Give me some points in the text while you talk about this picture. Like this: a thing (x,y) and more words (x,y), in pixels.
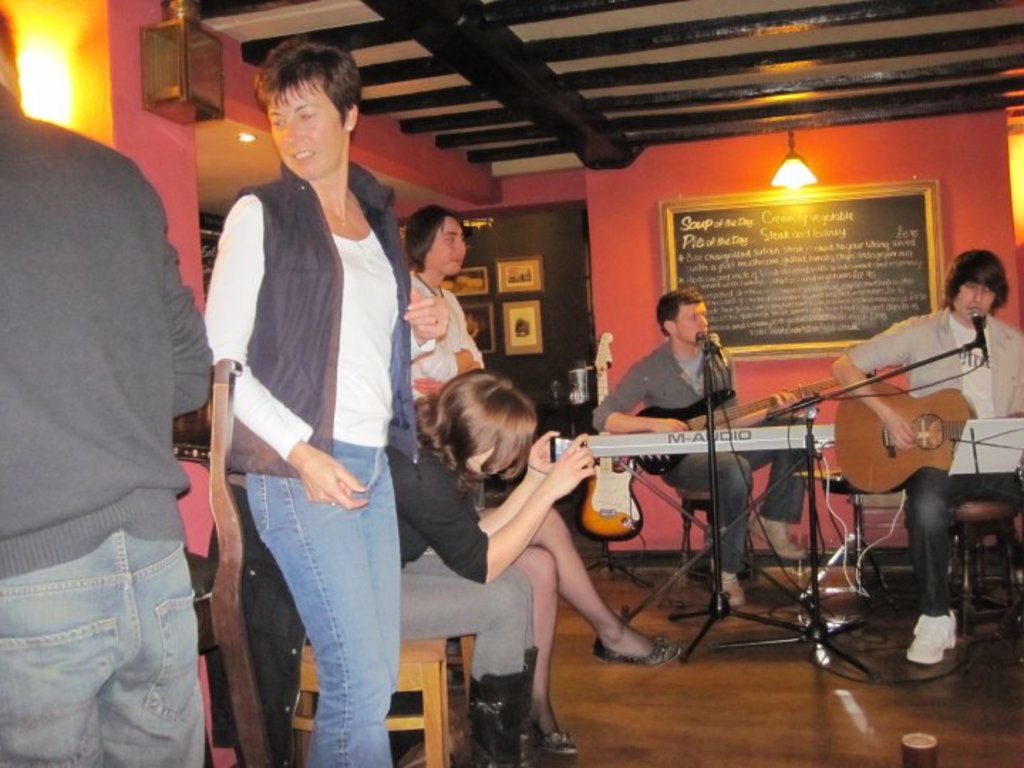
In the image there is a man (995,368) playing guitar (958,420) and singing on mic (976,330) and beside him there is another guy (611,417) also playing a guitar (666,412), in front (445,599) there is a lady (462,553) taking picture of them with cellphone (558,451) and over the wall (760,182) there is a bulb (799,175) and below that there is board (774,283) with text (842,290) on it. There are few other people (289,315) standing at the front (99,552) left side (97,658).
